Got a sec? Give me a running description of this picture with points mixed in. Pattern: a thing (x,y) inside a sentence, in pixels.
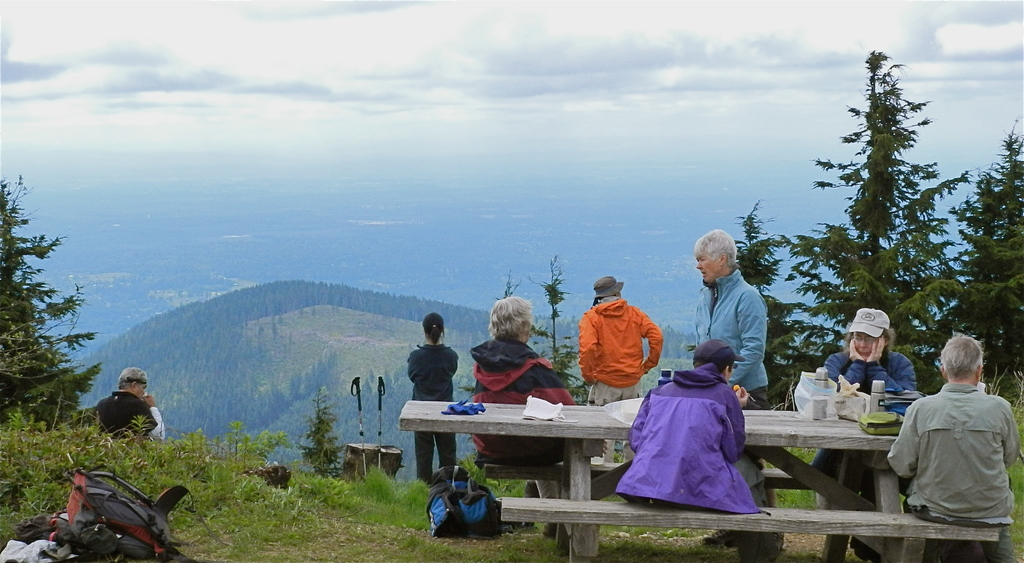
In this picture there are mountains (413,337) and trees (974,298). On the right side of the image (1000,407) there are four people (668,438) sitting on the bench (620,508) and there are bottles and objects (807,397) on the table (591,542). At the back (597,353) there are three people (609,325) standing and there are objects (364,449). At the top (484,148) there is sky (563,159) and there are clouds (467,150). At the bottom (462,513) there is grass (388,515) and there are bags (132,515) on the ground (374,515).
